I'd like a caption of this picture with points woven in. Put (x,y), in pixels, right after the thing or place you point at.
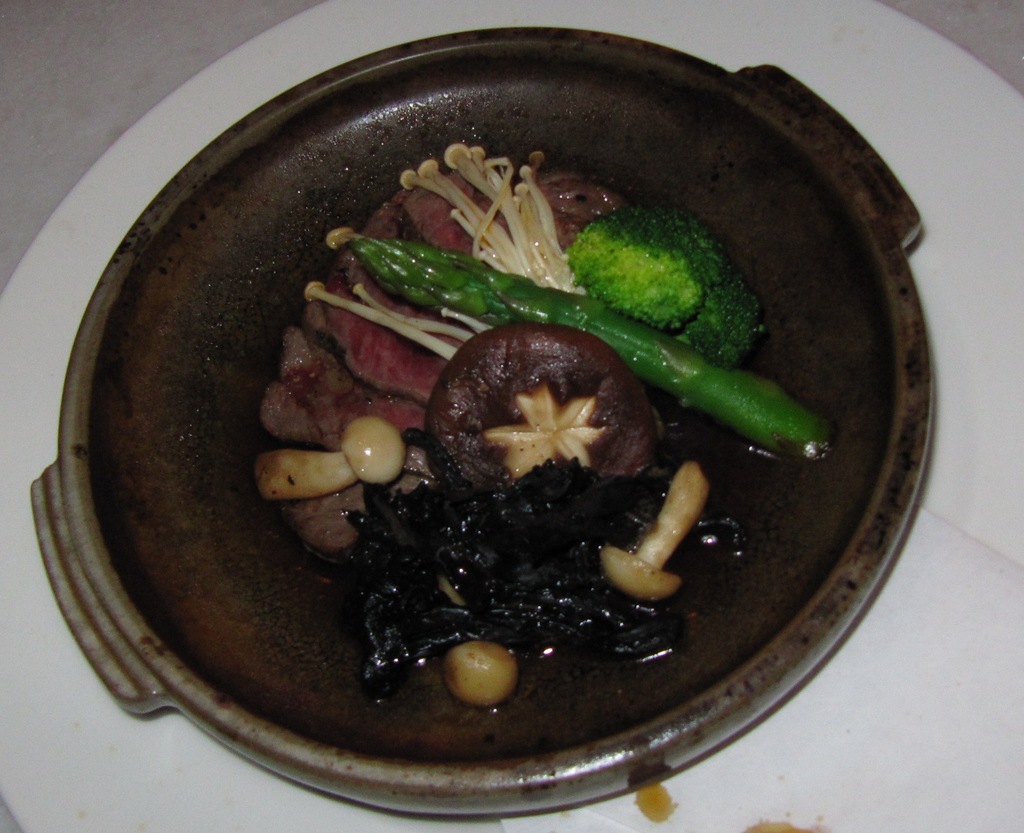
In the image there are cooked mushrooms (463,410), vegetables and other food items (402,487) served in a bowl (183,337).
